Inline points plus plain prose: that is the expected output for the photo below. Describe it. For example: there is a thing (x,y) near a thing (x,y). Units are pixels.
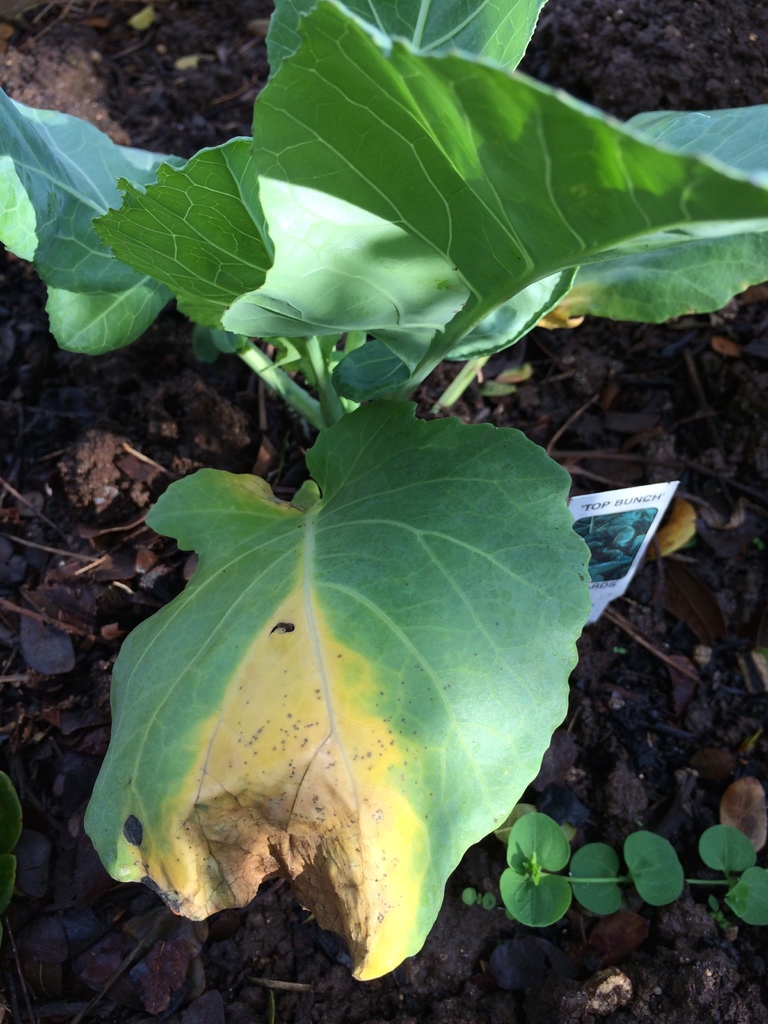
In this image I can see few green color leaves (448,503), few stones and mud (644,810). I can see a white color object (630,551) and something is written on it.
